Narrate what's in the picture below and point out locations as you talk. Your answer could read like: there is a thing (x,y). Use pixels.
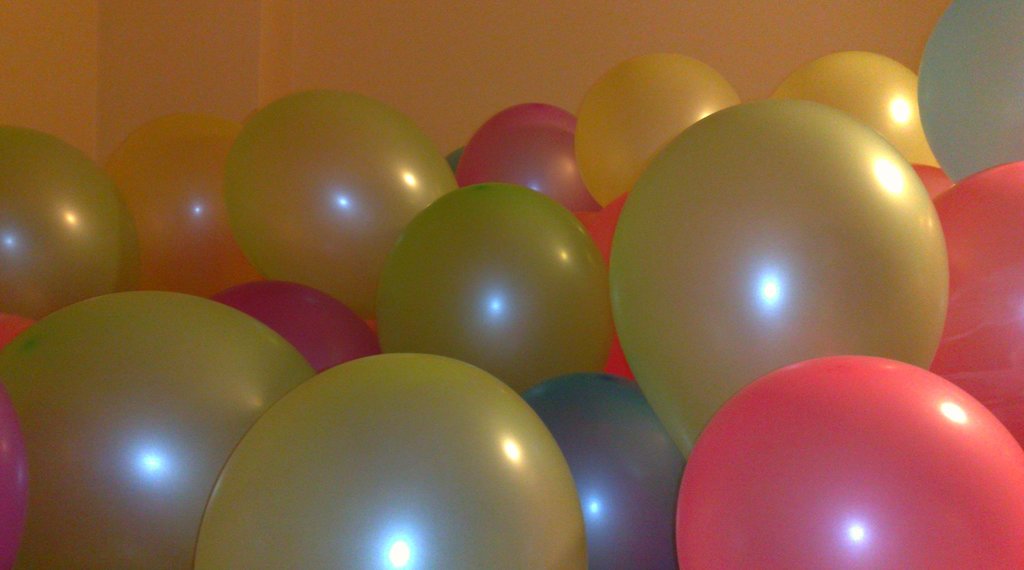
In this image we can see some different color balloons (375,266) and in the background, we can see the wall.
